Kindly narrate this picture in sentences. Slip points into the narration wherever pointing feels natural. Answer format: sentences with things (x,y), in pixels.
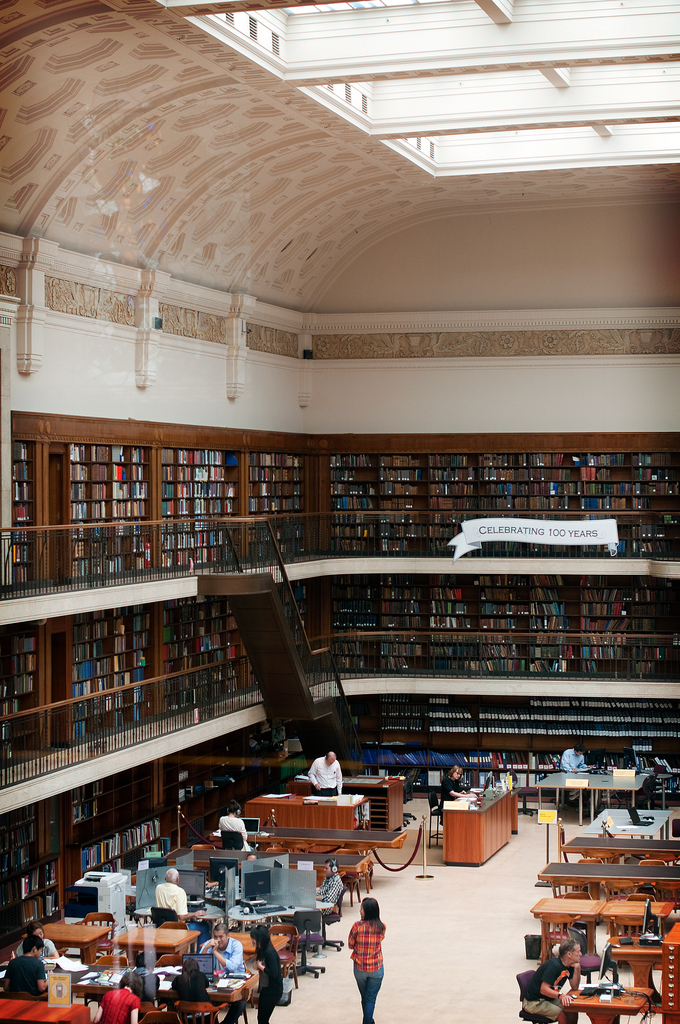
In this image we can see a building (500,391). In the building (448,540) there are books (136,529) arranged in the cupboards (229,619), railings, staircases (319,698), persons (228,967) standing on the floor (384,903) and sitting on the chairs (308,924), printers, desktops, tables (100,933), barrier poles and information boards (556,816).
